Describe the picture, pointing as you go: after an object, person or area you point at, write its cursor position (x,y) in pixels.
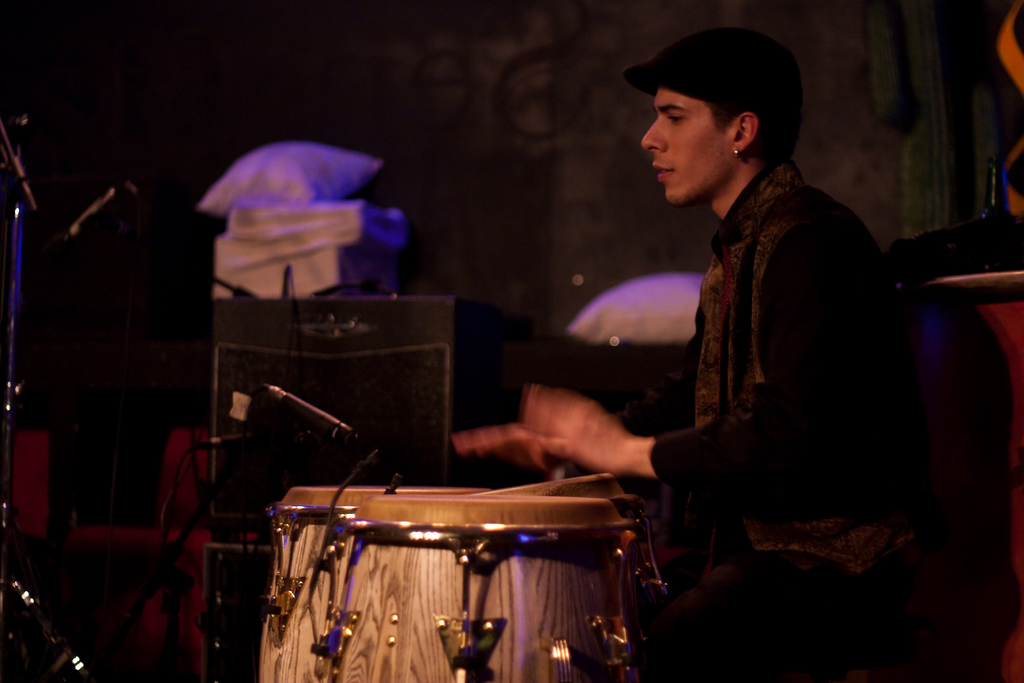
In this picture we can see man (810,197) sitting on chair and playing drums (488,501) and in the background (440,463) we can see speakers (338,381), mic stands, pillows (291,204), wall (528,187) and here person (770,313) wore black color cap (723,71), colorful jacket (777,183).
